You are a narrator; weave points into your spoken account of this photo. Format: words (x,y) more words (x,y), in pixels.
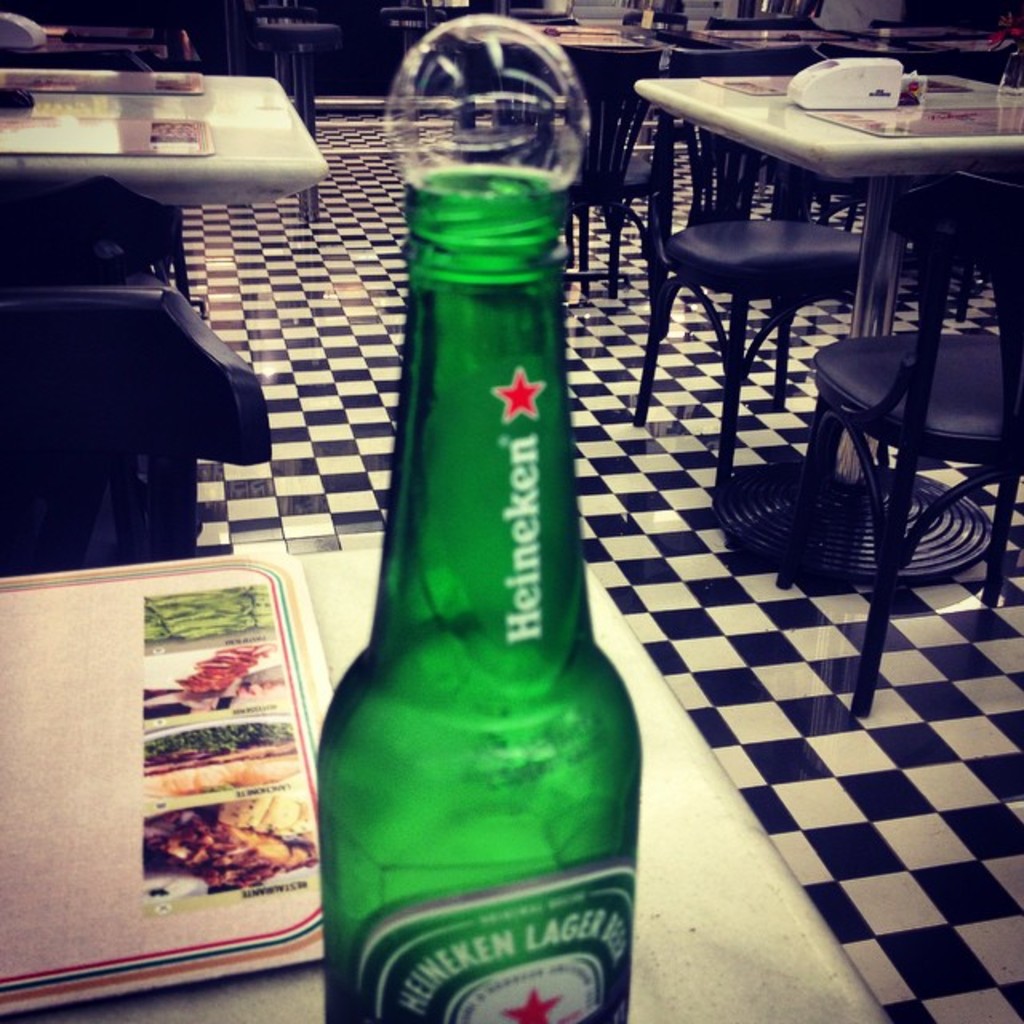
In the picture we can see some tables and a table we can find a bottle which is green in colour, beside that there is a menu card (9,693), and they are some chairs (116,296) also on the floor (610,431).
